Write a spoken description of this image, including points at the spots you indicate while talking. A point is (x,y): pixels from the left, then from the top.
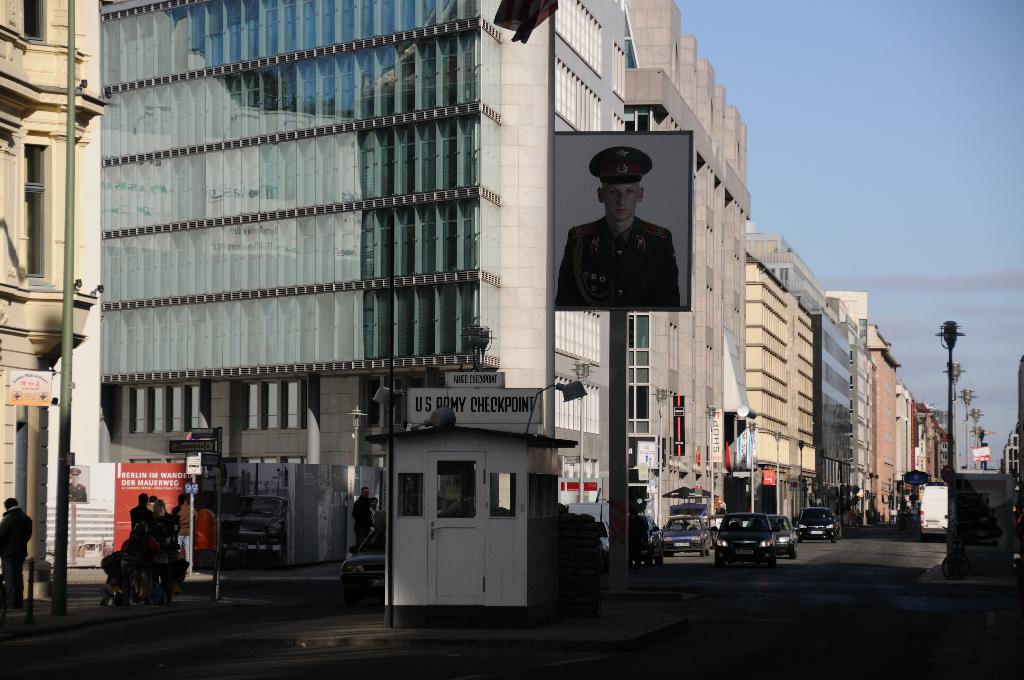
In this picture there is a road (828,639) and white color small shed tent (424,461). Behind there is a big glass building (521,225) and a soldier poster (582,230) on the pole (614,413). In the background (636,421) we can see many buildings (832,448) and black color lamp posts (712,442).
